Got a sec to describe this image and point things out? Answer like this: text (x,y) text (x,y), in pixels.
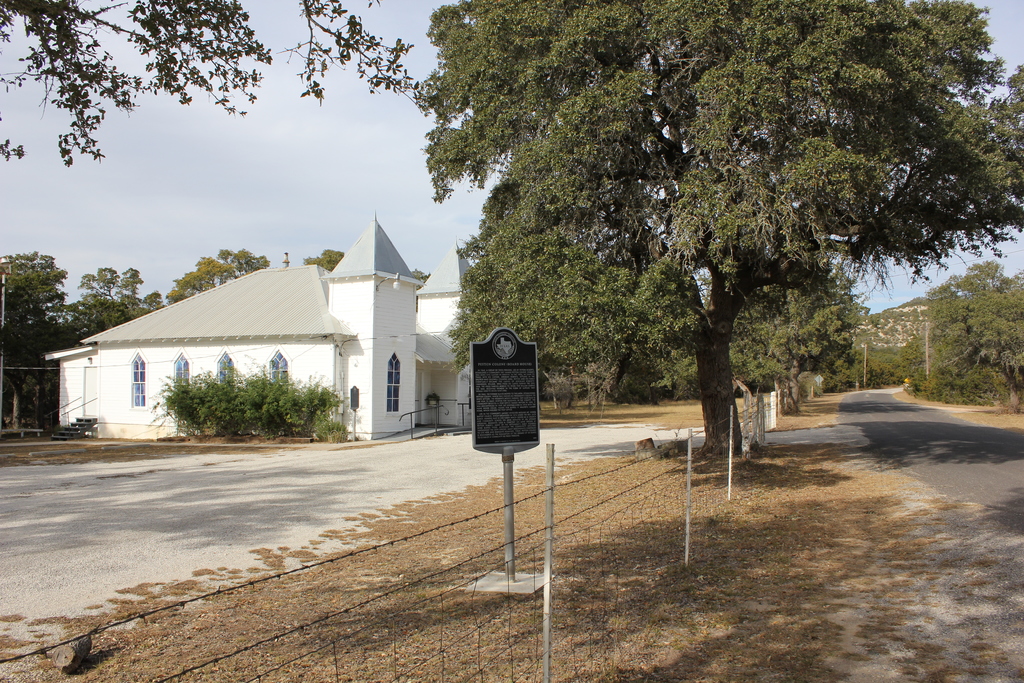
In this picture I can see an open land (541,434) in front (108,664) and I can see the fencing (228,656) in the middle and I can see a board (486,360), on which there is something written. On the right side of this picture (935,452) I can see the road (858,395). On the left side of this picture (158,346) I can see a building (294,333) and I can see number of trees (624,286). In the background (39,247) I can see the cloudy sky (228,238).
